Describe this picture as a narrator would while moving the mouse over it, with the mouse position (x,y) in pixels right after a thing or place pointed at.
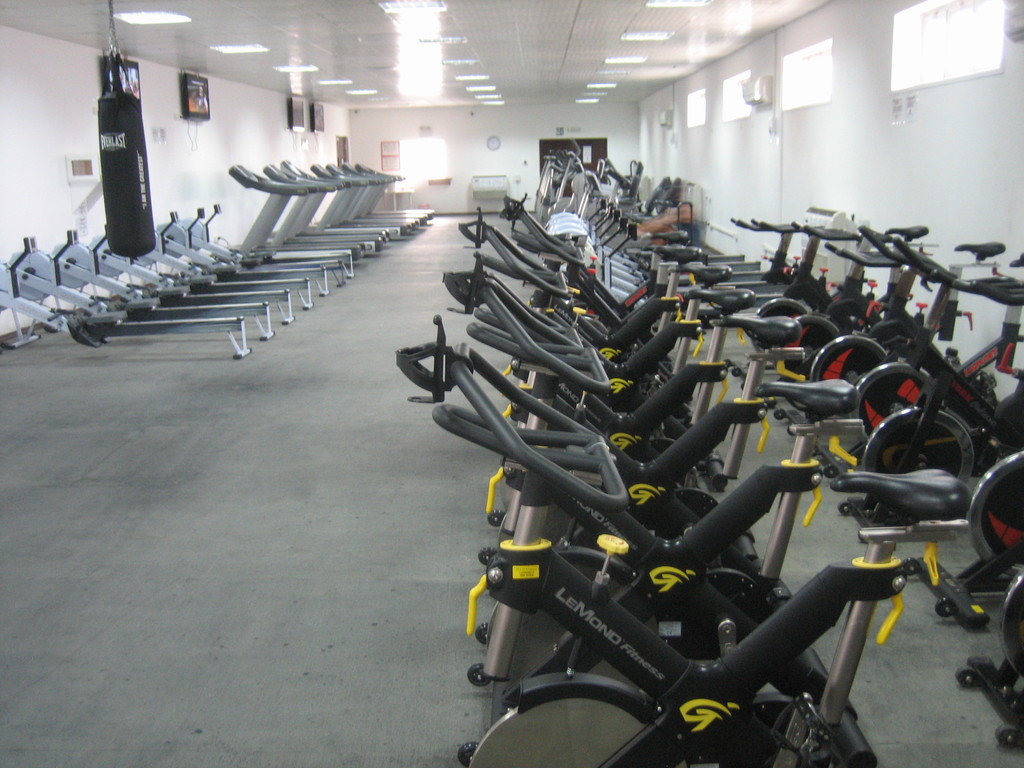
On the right side of the image (866,497) we can see a few exercise cycles (734,514) in different colors. On the left side of the image (262,257), we can see treadmills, one black color object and a few gym equipments (244,277). In the background (566,126) there is a wall (531,146), lights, gym equipments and a few other objects (543,156).
